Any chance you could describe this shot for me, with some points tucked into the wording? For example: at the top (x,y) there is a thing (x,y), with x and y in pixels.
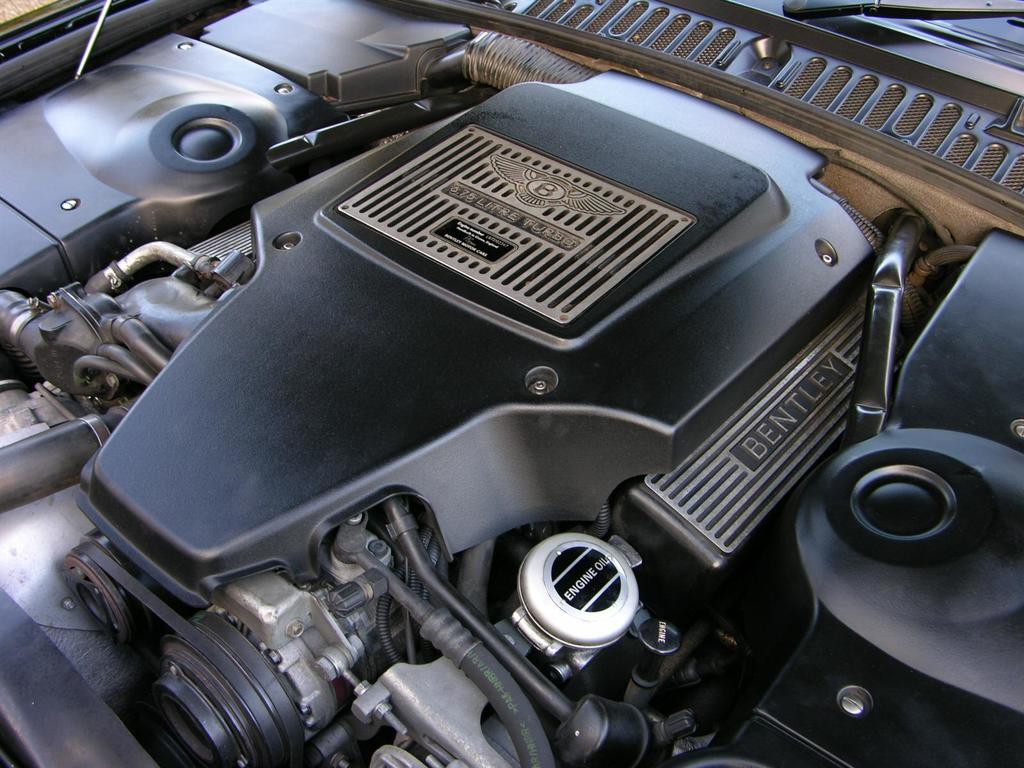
This picture contains the engine (512,503) of the car (684,541). We even see some parts (94,757) of the car (317,414).
